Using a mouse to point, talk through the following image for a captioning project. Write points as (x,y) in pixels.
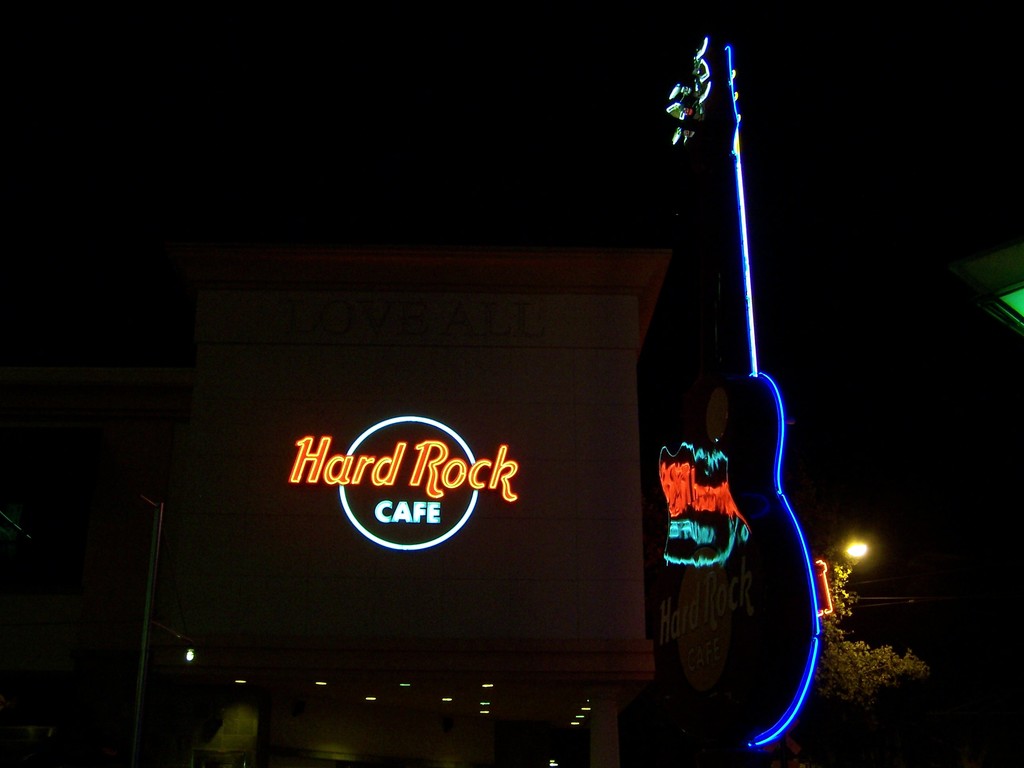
In this picture we can see a guitar (670,540), lights (810,558), trees (824,677), pole (139,723), board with some text (328,473) on it and some objects (1000,259) and in the background (414,118) it is dark.
